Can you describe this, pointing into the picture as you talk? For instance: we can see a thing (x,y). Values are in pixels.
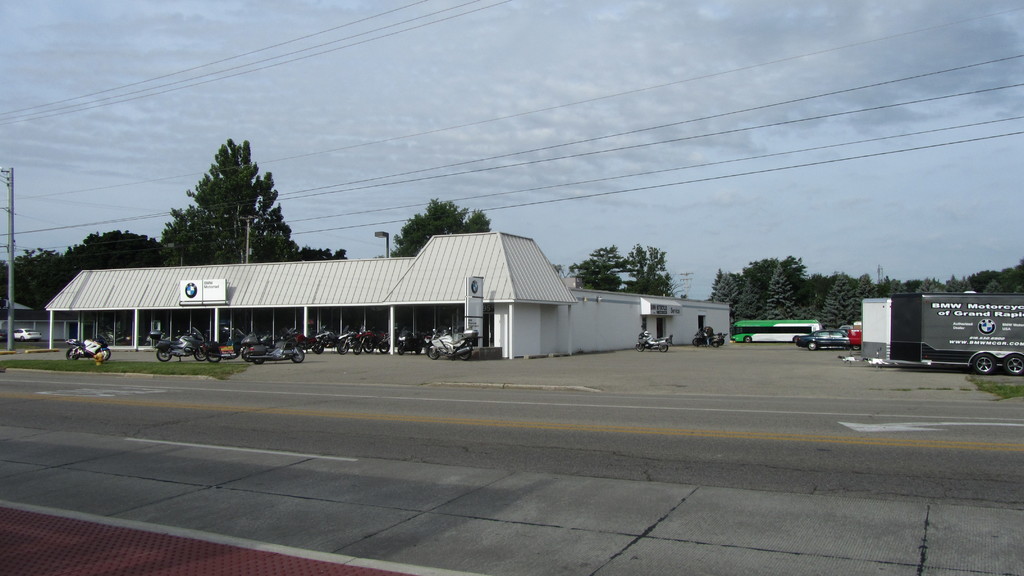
In this picture we can see a road (482,395). There are a few vehicles (78,356) visible beside this road (107,423). We can see logos (191,285) and some text (204,282) on the boards (204,294). There is a shed (352,289). Under this shed (262,284), we can see a few vehicles (448,335). There are a few poles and a few trees (611,287) are visible in the background (131,256). Some wires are visible on top (599,151). Sky (540,95) is cloudy.
